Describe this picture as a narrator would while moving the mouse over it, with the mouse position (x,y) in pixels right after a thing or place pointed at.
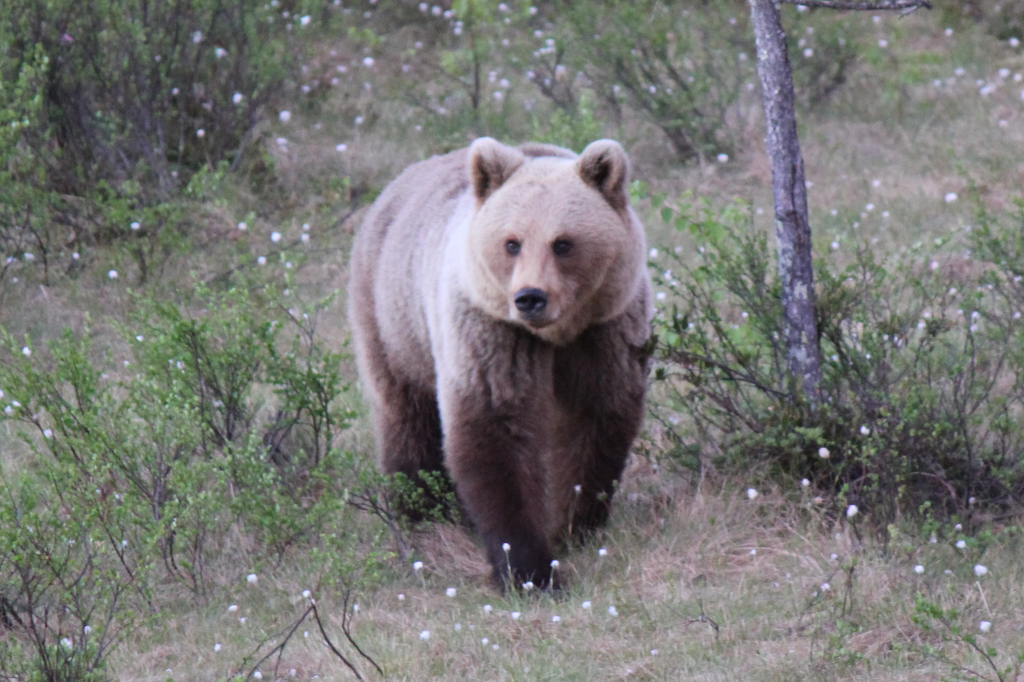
In this image there is a bear (536,339), on a grassland (854,637) in the background (716,265) there are plants (541,128).
